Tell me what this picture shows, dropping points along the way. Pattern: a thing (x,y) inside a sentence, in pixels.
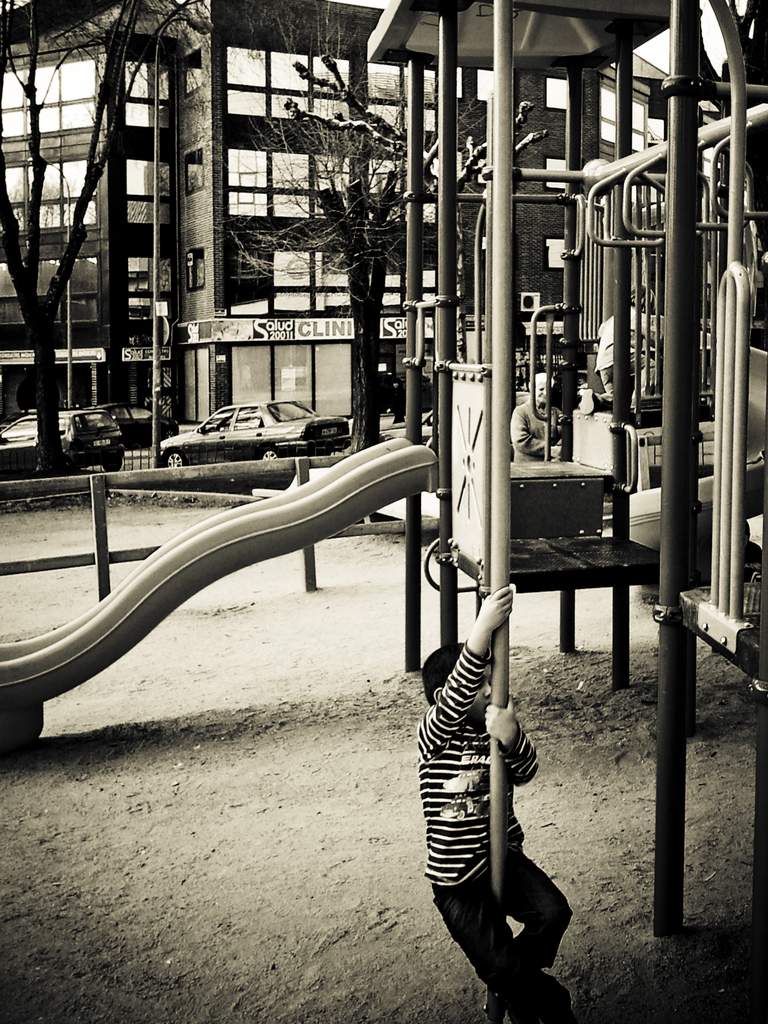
In this picture I can see building (9,132) and few cars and I can see trees (324,190) and I can see play zone (291,542) and a boy (446,811) holding a metal rod (499,648) and I can see another kid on the slider (210,532), looks like a human (558,410) in the back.
